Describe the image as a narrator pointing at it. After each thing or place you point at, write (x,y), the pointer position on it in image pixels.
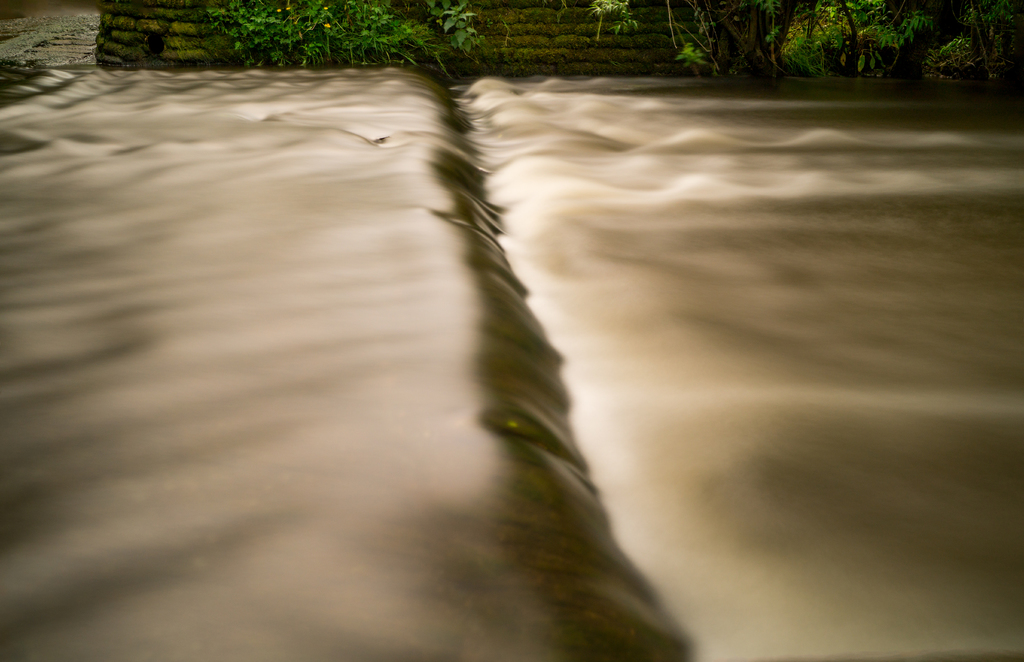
In this image I can see the water (555,289). In the background (719,3) I can see the plants (330,24) with yellow color flowers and the wall (517,35).
